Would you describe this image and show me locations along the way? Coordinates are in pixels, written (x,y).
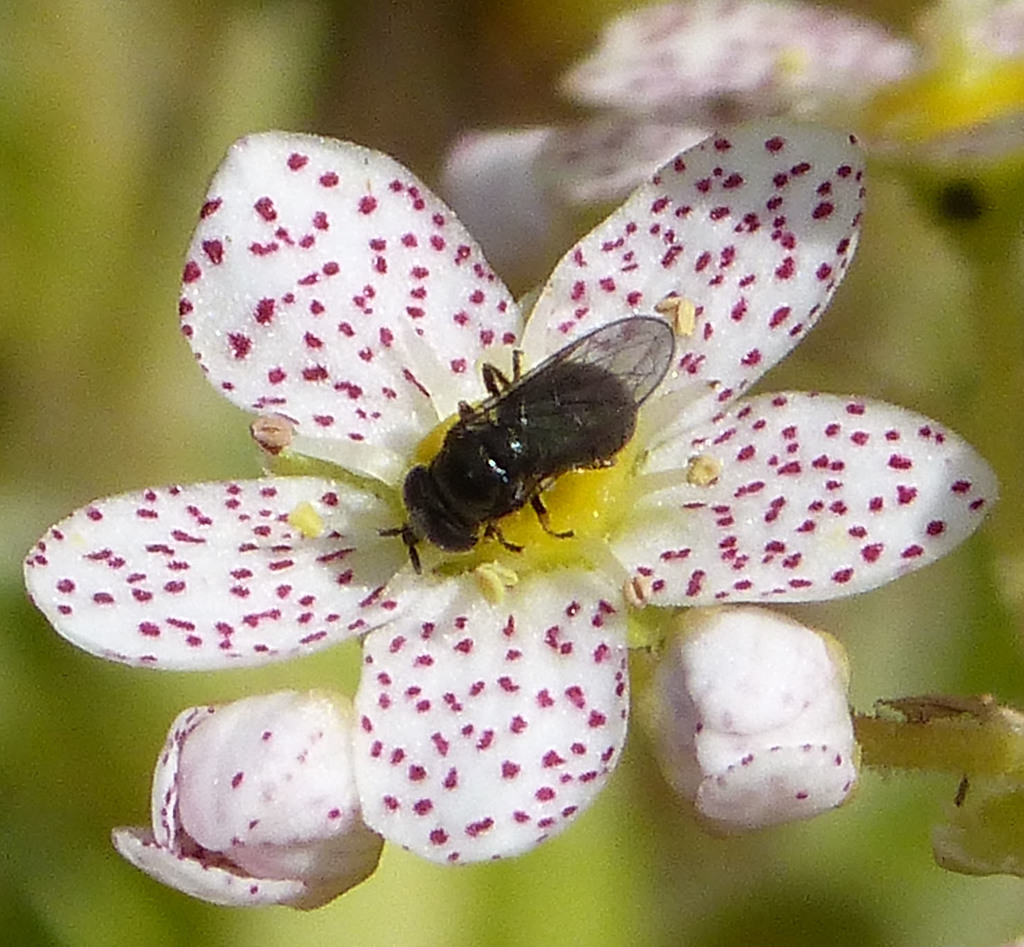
In this image I can see flowers (801,272) and a fly (616,453) is sitting on that. In the background (1012,430) I can see flowering plants (927,196). This image is taken may be during a day.
